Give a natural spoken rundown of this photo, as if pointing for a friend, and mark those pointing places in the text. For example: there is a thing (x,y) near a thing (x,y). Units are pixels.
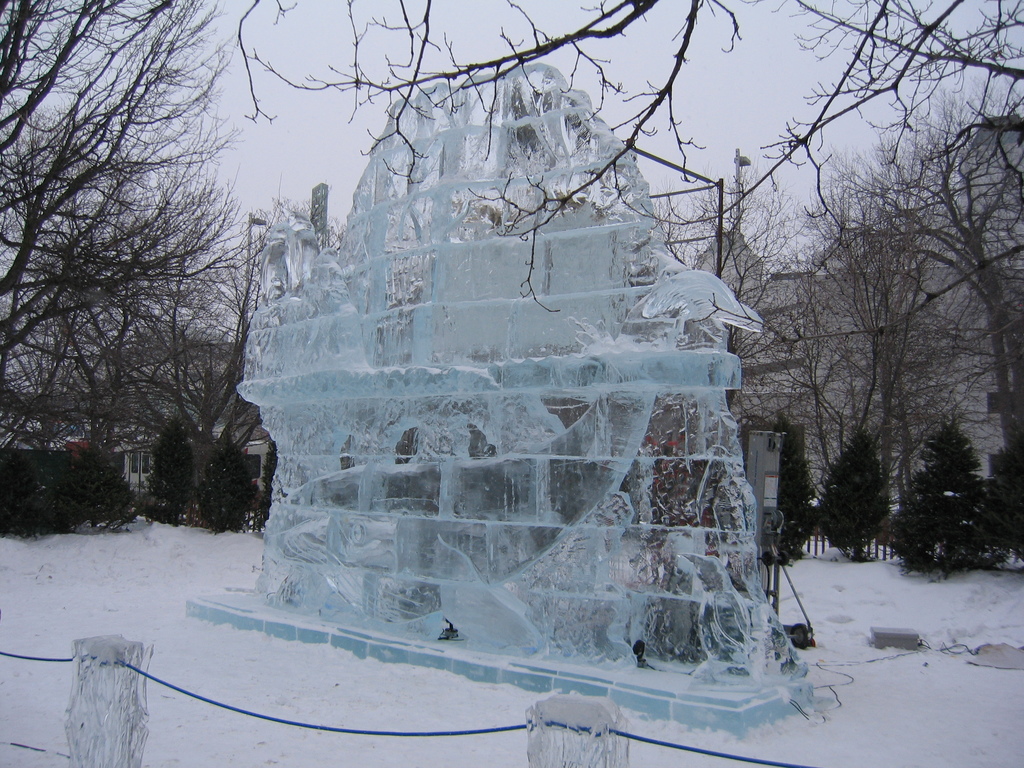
In this picture we can see an ice house (582,637) built on a snowy ground (247,557) surrounded by trees (895,213).
